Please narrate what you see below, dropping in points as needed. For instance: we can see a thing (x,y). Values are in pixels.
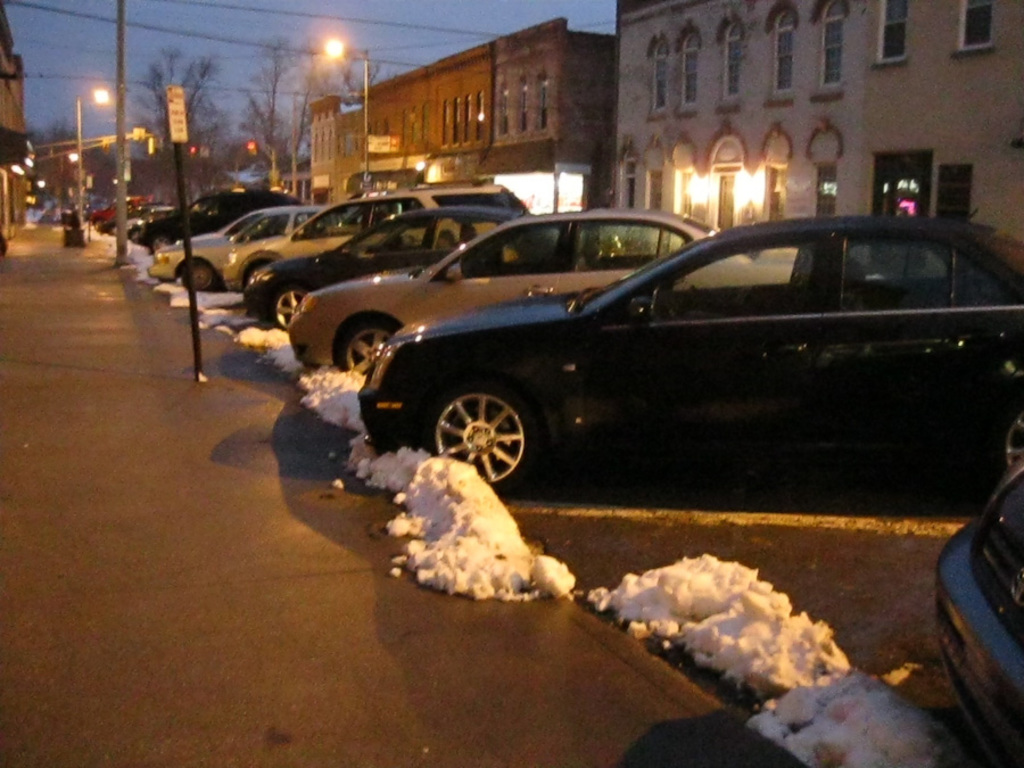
In this image we can see cars (443,251) placed in a row. There are poles (118,136) and we can see buildings (626,130). At the bottom (772,603) there is snow (421,456) and a road (533,520). In the background (280,145) there are trees (164,76), lights (333,53), wires (125,82) and sky (72,35).
